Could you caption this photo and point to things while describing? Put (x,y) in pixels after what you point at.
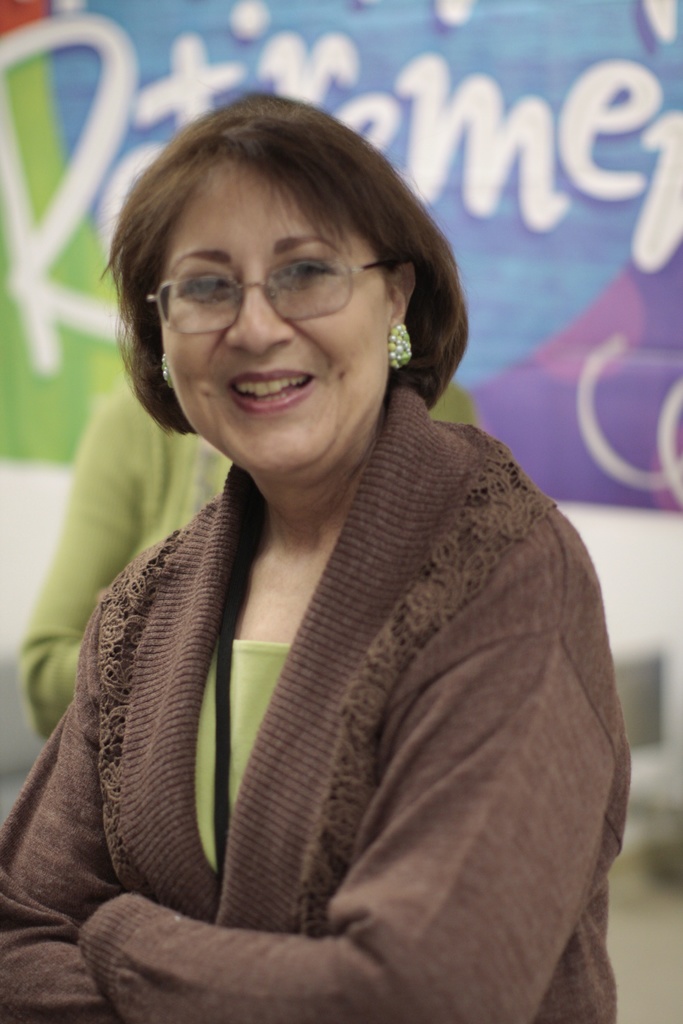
In this picture we can see a woman (272,620) smiling in the front (272,397), in the background (552,101) there is some text (416,122), we can see another person (186,487) on the left side (157,462), there is a blurry background (642,351).
